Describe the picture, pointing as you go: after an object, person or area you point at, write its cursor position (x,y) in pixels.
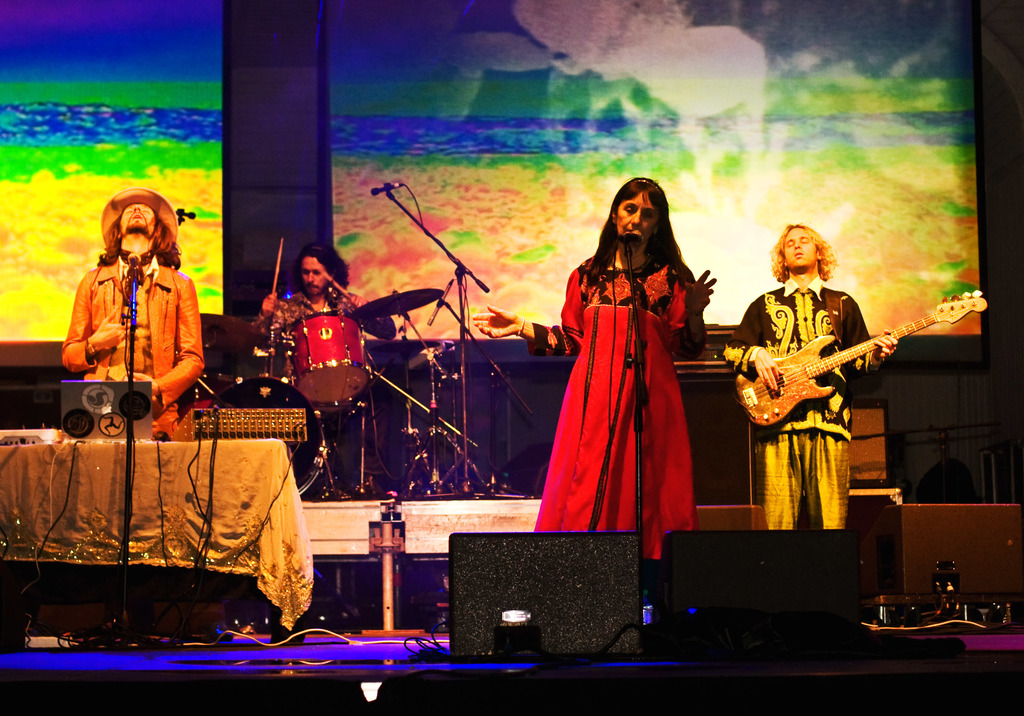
In this Image I see 3 men (86,367) and a woman (490,325), in which this woman (645,532) is in front of a mic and these 2 are with the musical instruments (298,391) and this man (148,261) is also in front of a mic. I can also see few equipment (152,427) over here.
